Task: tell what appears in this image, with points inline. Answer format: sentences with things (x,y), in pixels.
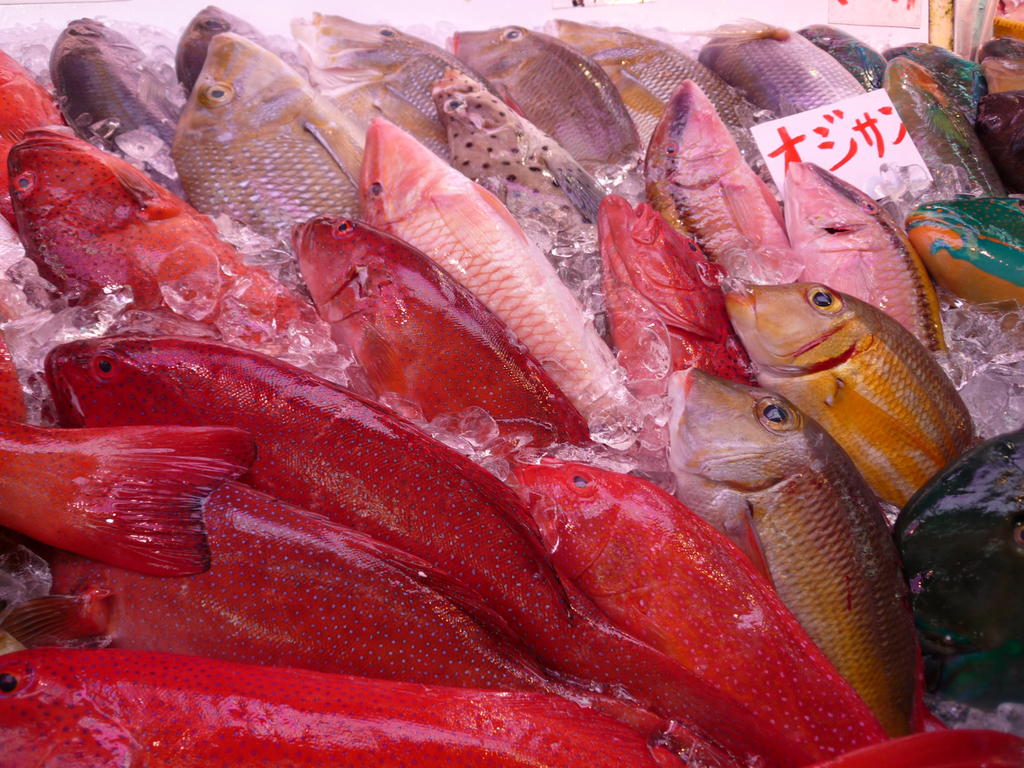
In this picture we can see fishes (350,338) and ice pieces (621,321). On the right side of the image (877,159), there is a paper (838,173). At the top of the image (449,13), it looks like a wall (434,16).
